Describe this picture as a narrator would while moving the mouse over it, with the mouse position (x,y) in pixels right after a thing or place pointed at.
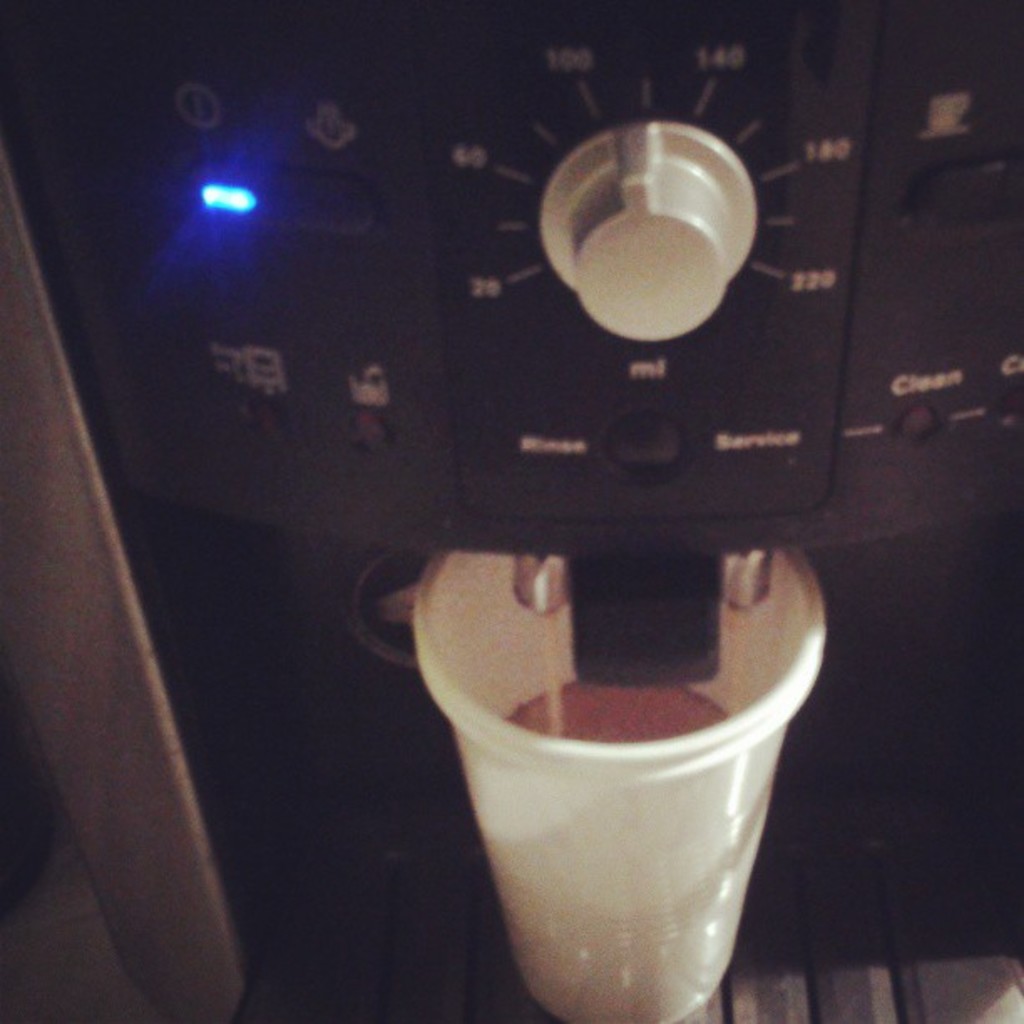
In this image I can see a coffee machine (223,646). In front of the machine (858,767) I can see a glass (675,795) and the glass (640,829) is in white color.
